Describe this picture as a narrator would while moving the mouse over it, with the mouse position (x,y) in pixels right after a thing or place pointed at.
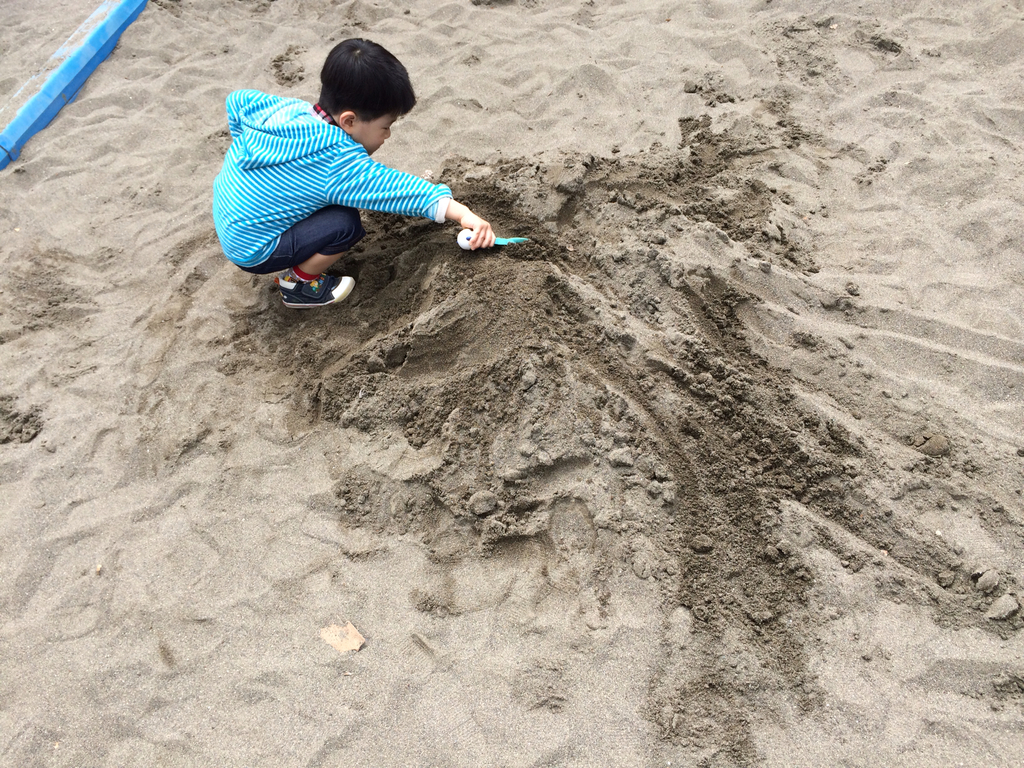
A boy (428,198) is playing with the sand (478,301), he wore blue color sweater (305,189), black color shoes (312,298).
